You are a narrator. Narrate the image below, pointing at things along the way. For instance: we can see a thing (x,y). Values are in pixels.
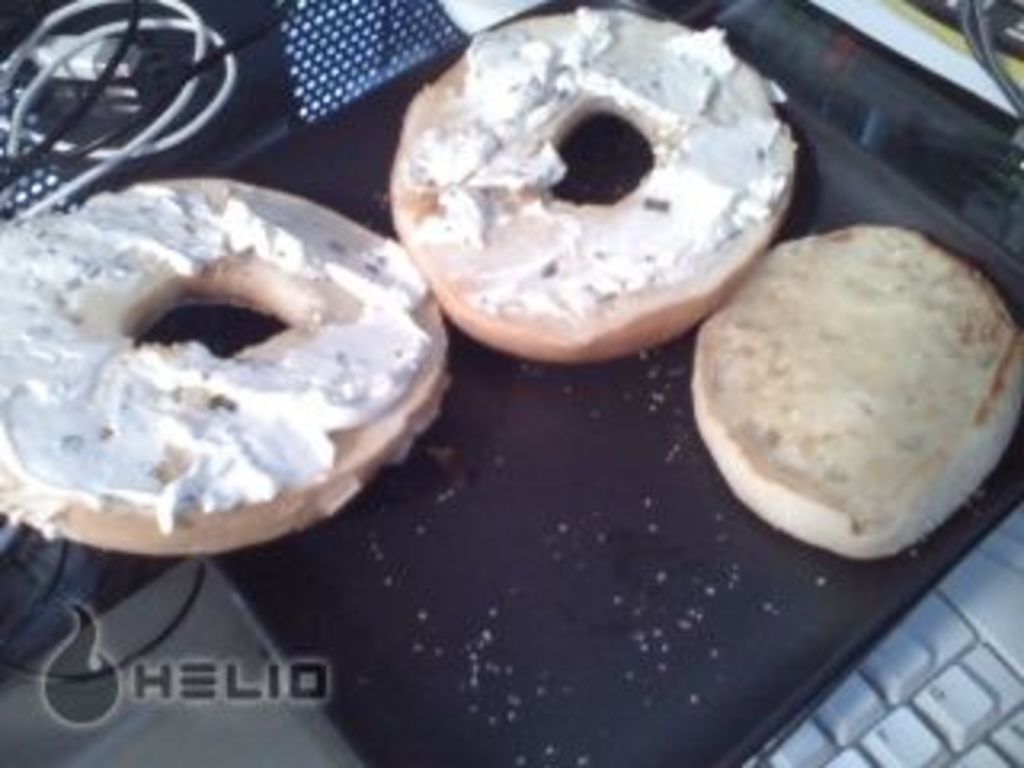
This image consists of bagels (136,529) on which there is a cream cheese (274,389) in white color is kept on a plate (846,633). At the bottom (985,711), there is keyboard (974,696). To the top (200,76), there are wires (211,57).
